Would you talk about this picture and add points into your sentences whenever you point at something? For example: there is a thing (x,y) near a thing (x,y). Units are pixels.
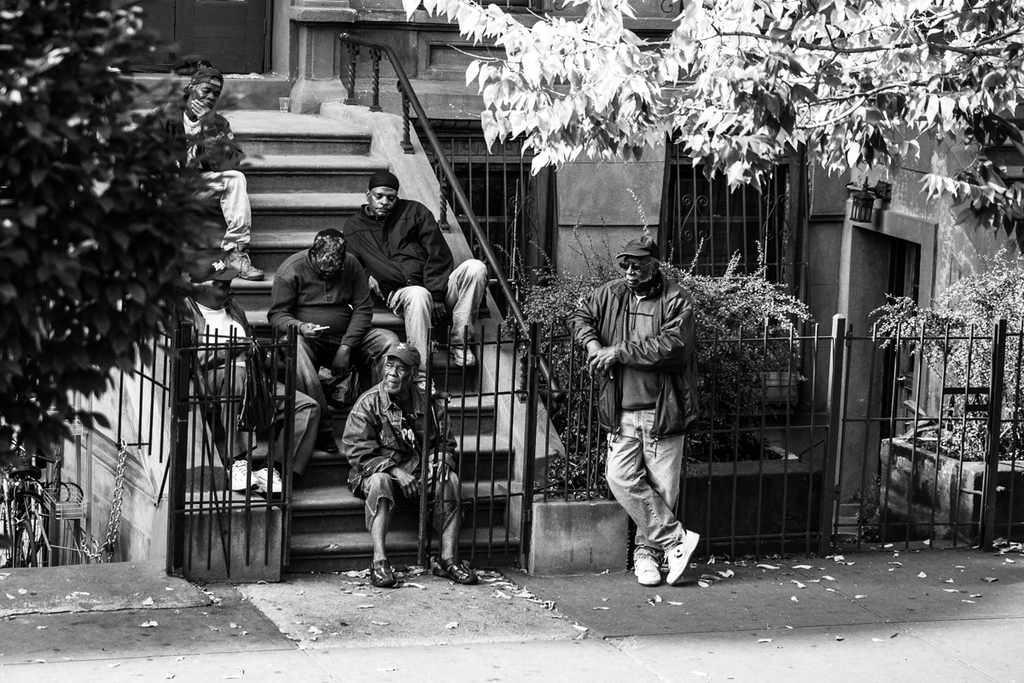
In this picture we can see a road (701,631), beside this road (780,596) we can see a building (872,295) and some people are sitting on steps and one person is standing, here we can see a fence (831,443), plants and trees (992,21).
